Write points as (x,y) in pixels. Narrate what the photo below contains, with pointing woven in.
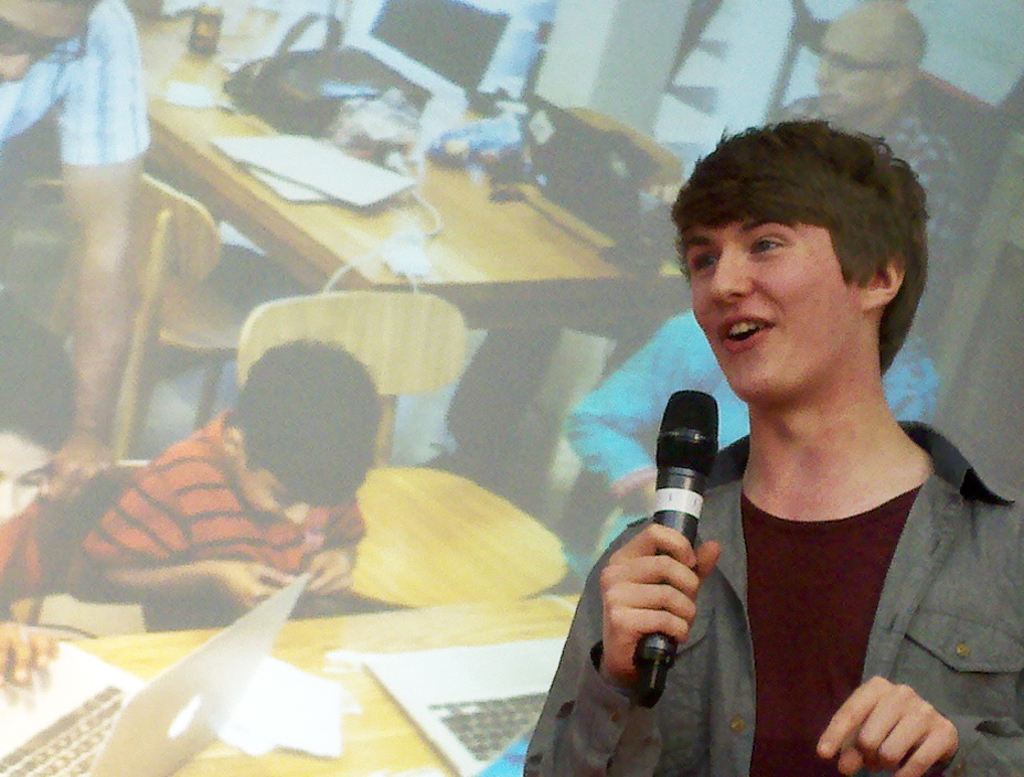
In the picture we can find a boy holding a microphone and he is smiling, he is wearing a grey shirt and T-shirt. In the background (108,394) we can find some table (505,315), chairs (314,318) and one boy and two persons (7,110).
